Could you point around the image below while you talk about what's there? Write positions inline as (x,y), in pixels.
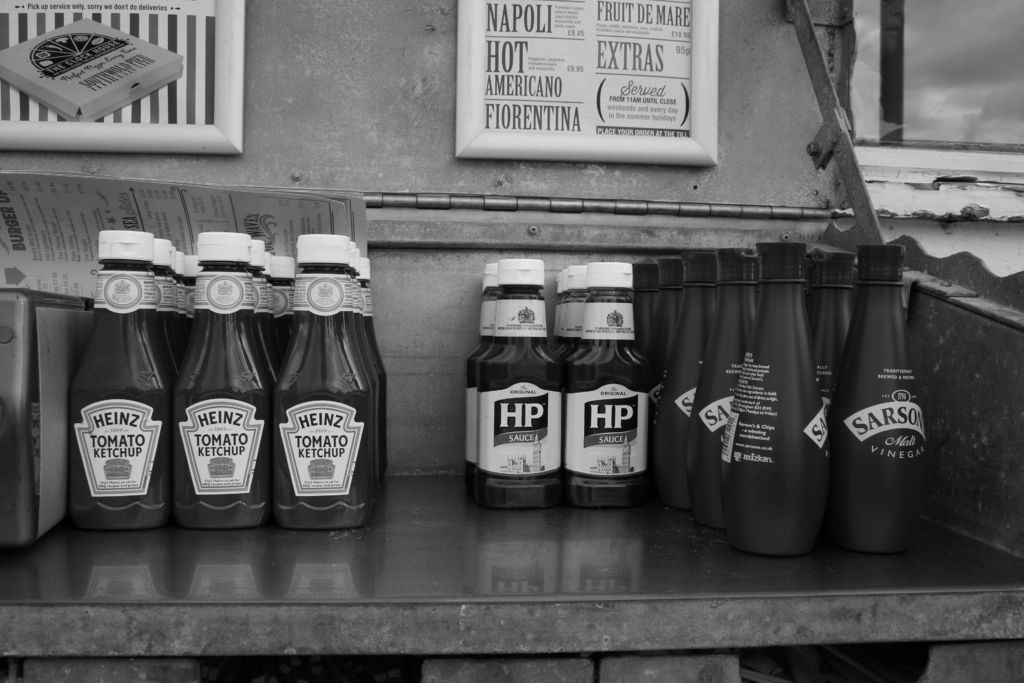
In the image in the center (514,276) we can see some bottles (343,272). On the left side bottles (217,435) it was named as "Tomato Ketchup". And coming to the middle bottles (621,382) it is named as "Hp". And coming to the right side bottle (806,372) it is named as "Sarson". And coming to the background (607,132) we can see frame (473,116) and wall (439,84).
